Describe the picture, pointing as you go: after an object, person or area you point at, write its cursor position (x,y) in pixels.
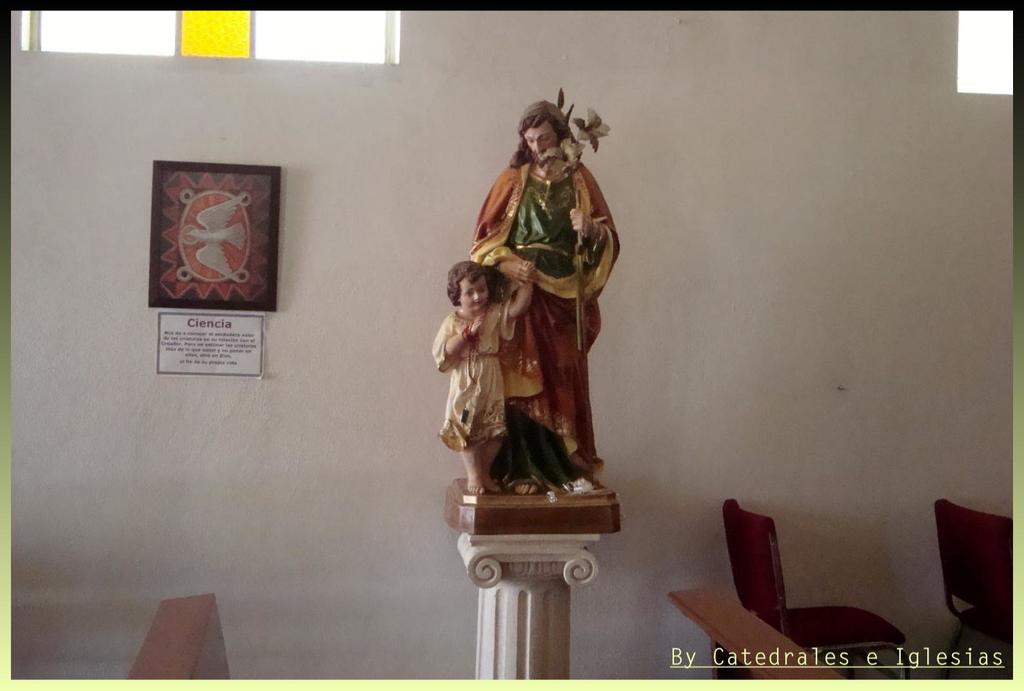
This image consists of a sculpture (463,412) of a man (505,375) and a child (494,391). At the bottom (536,649), it looks like a pillar (524,652). On the right (853,626), there are two chairs (892,630). In the background (875,140), there is a wall (239,153) on which there is a frame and a paper (195,362). At the top (220,44), there are two ventilators (150,54).
